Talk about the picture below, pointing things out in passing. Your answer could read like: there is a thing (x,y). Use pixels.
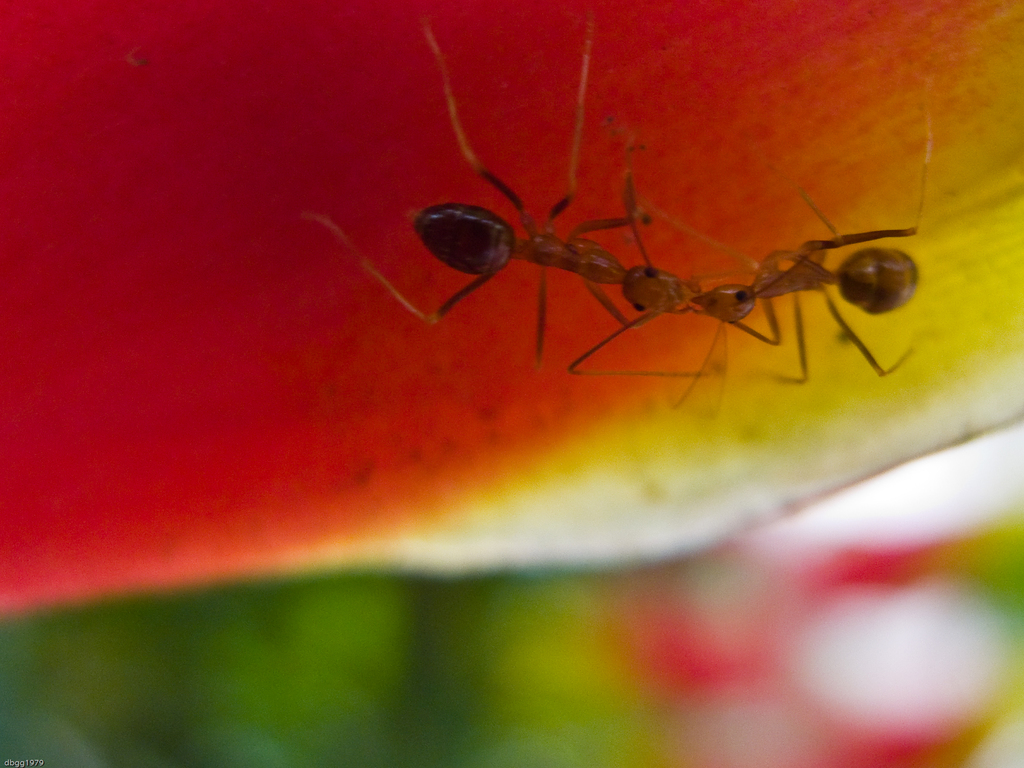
In this picture, there are two ants (643,301) on the flower (481,448).
